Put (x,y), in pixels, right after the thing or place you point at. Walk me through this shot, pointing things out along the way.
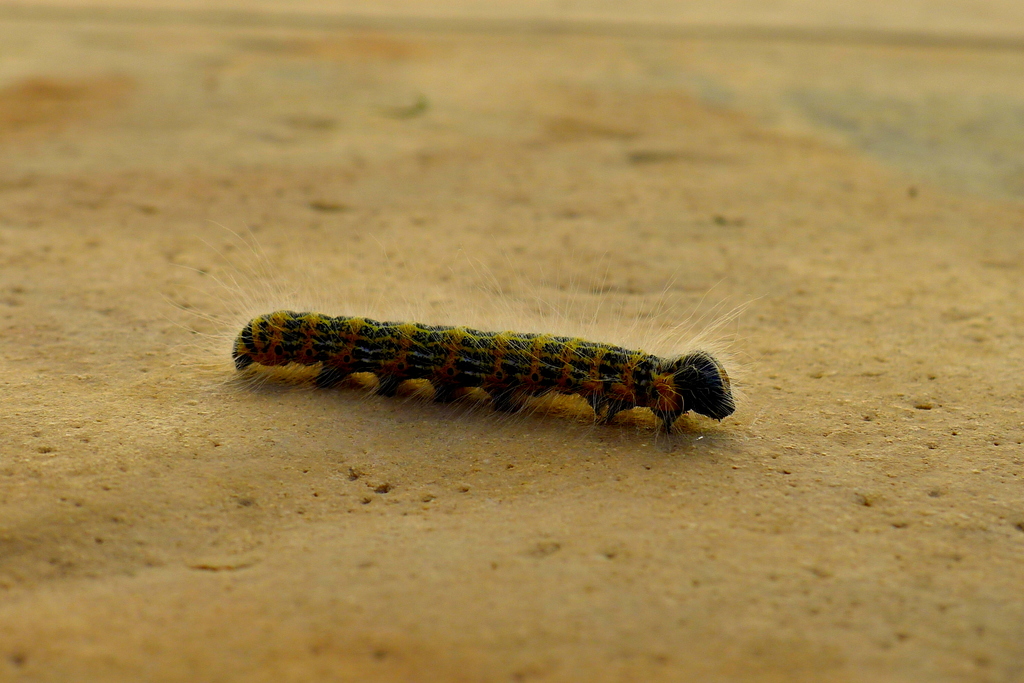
In the center of this picture (530,394) we can see an insect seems to be a caterpillar (537,362) on the ground (446,414).
